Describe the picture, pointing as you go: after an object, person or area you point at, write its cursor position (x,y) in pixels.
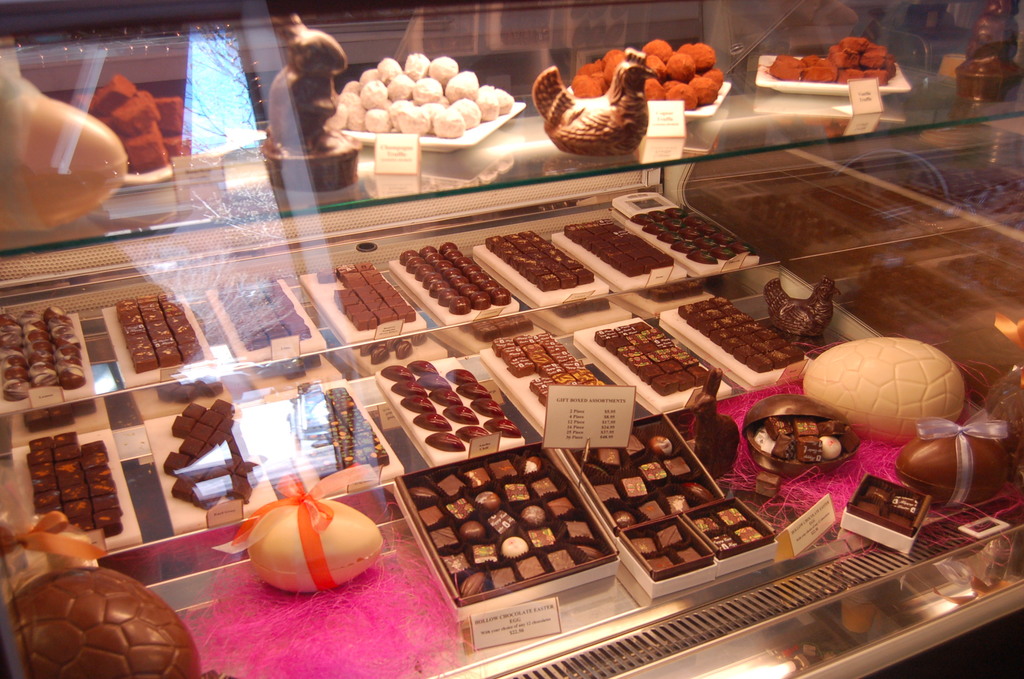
In this image I can see few chocolates (179,327) and few sweets (732,539) in the cardboard boxes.
